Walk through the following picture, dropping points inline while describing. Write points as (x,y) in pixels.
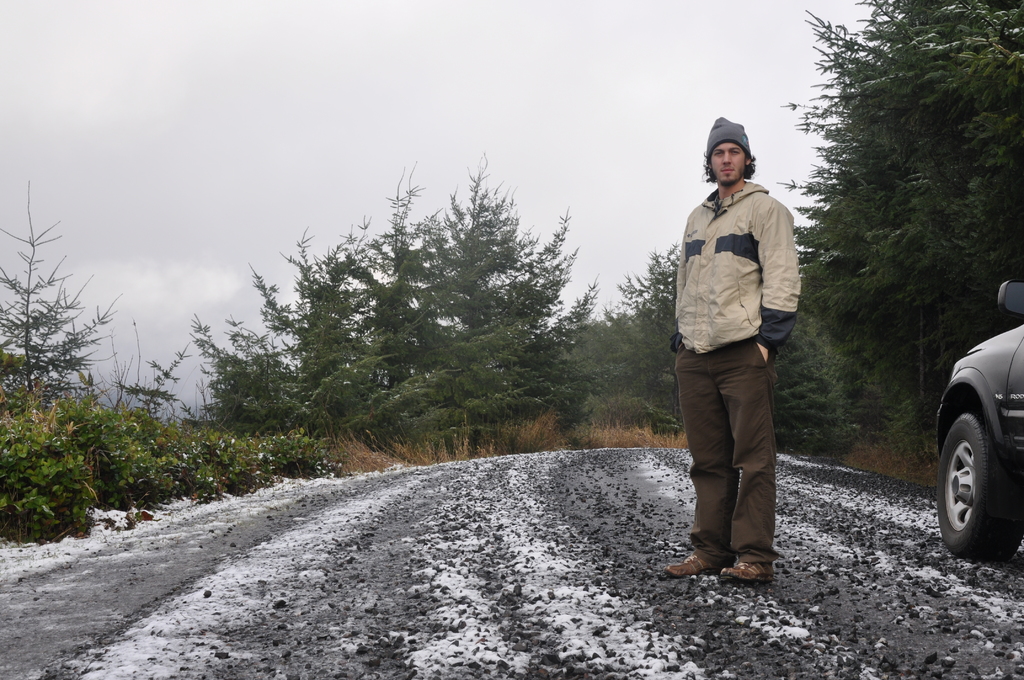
In this picture there is a person (707,276) standing on the road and there is a vehicle (998,397) in right corner (994,411) and there are few plants (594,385) and trees (654,295) on either sides of him and the sky (446,66) is cloudy.
